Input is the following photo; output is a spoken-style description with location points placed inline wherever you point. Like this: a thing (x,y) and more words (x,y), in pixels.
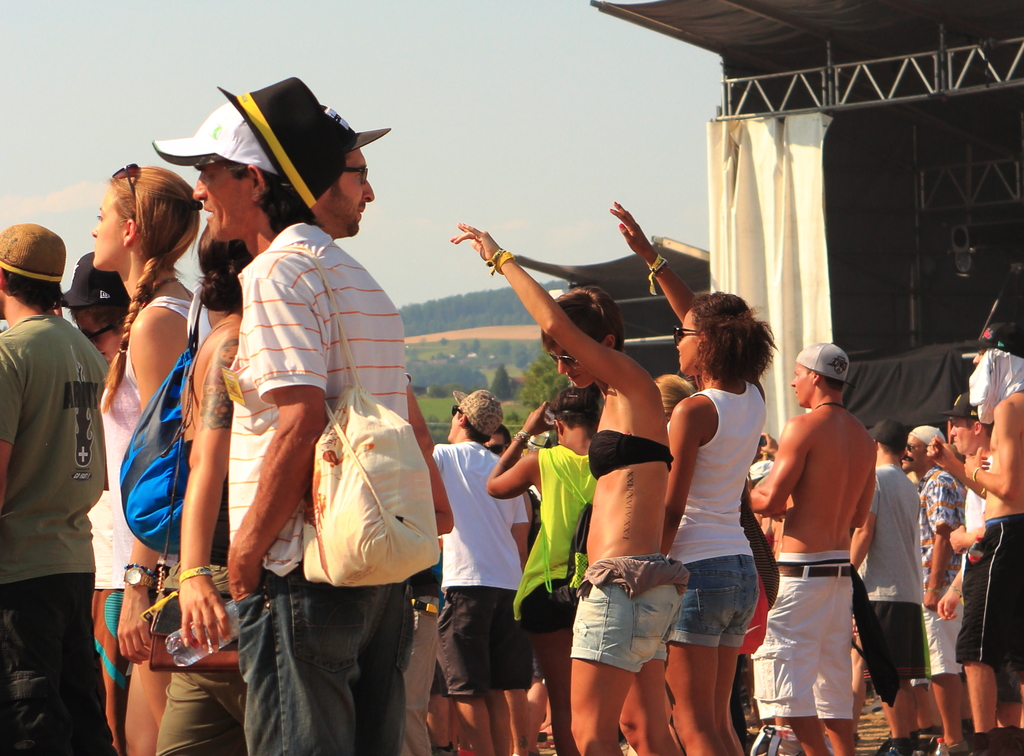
In this image I can see group of people (165,365) standing, the person (326,400) in front (326,673) wearing white shirt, black pant (333,640) and I can also see a blue color bag (141,466). Background (719,206) I can see a curtain (757,203) in white color, trees (490,360) in green color and a building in white color.
